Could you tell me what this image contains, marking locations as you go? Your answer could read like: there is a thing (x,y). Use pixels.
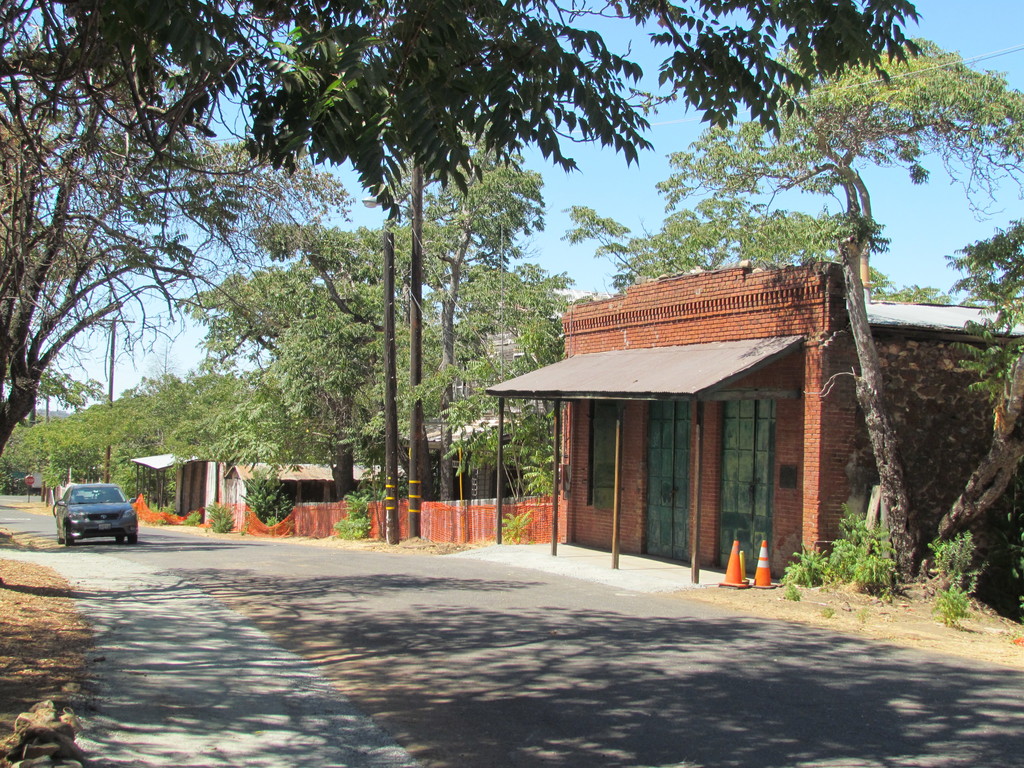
In this picture I can see a car (106,512) on the road (203,573). On the right side (733,404) I can see building (733,404), trees (511,405) and traffic cones (736,582). In the background (574,259) I can see the sky (583,193).
